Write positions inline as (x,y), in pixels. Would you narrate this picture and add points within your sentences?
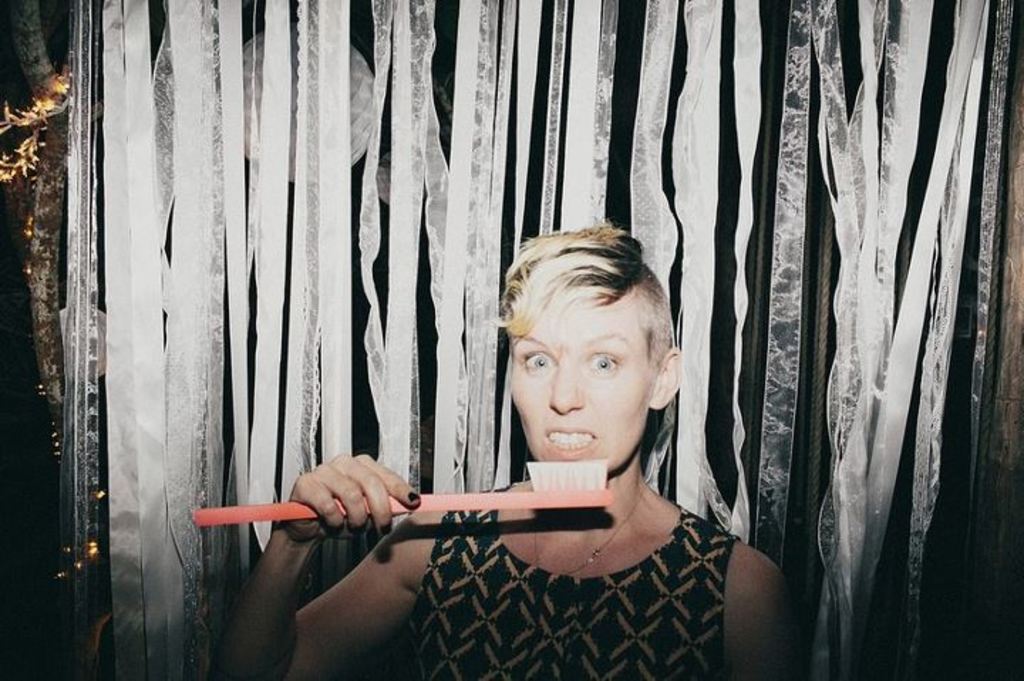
This image is taken outdoors. In the middle of the image (562,433) a woman (543,609) is standing and she is holding an artificial tooth brush (520,504) in her hand (359,509). In the background (271,221) there are a few ribbons (454,269) and there is a paper lamp (357,130). On the left side of the image (42,335) there is a tree (36,307).
